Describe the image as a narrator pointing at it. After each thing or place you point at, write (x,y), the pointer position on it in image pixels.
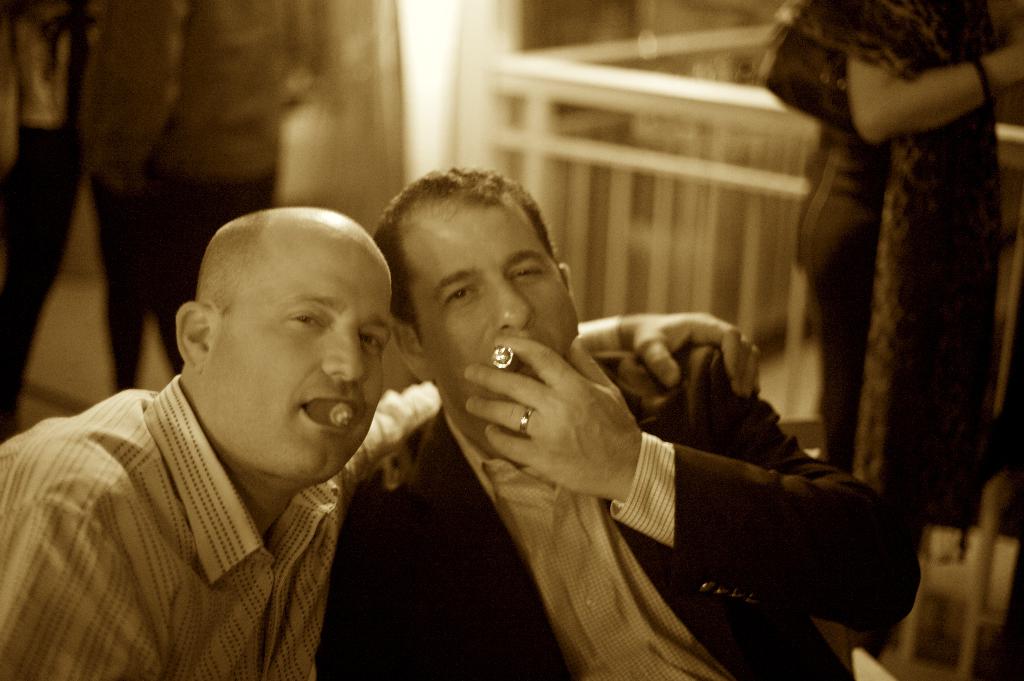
In this picture there is a man (629,472) who is holding cigarette (505,367), beside him we can see another man (244,480) who is also holding a cigar (338,416) in his mouth (319,427). Both of them are sitting on the bench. On the right (884,362) there is a woman (886,312) who is standing near to the fencing (707,174). On the left (64,126) there are two persons (82,130) were standing near to the wall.
